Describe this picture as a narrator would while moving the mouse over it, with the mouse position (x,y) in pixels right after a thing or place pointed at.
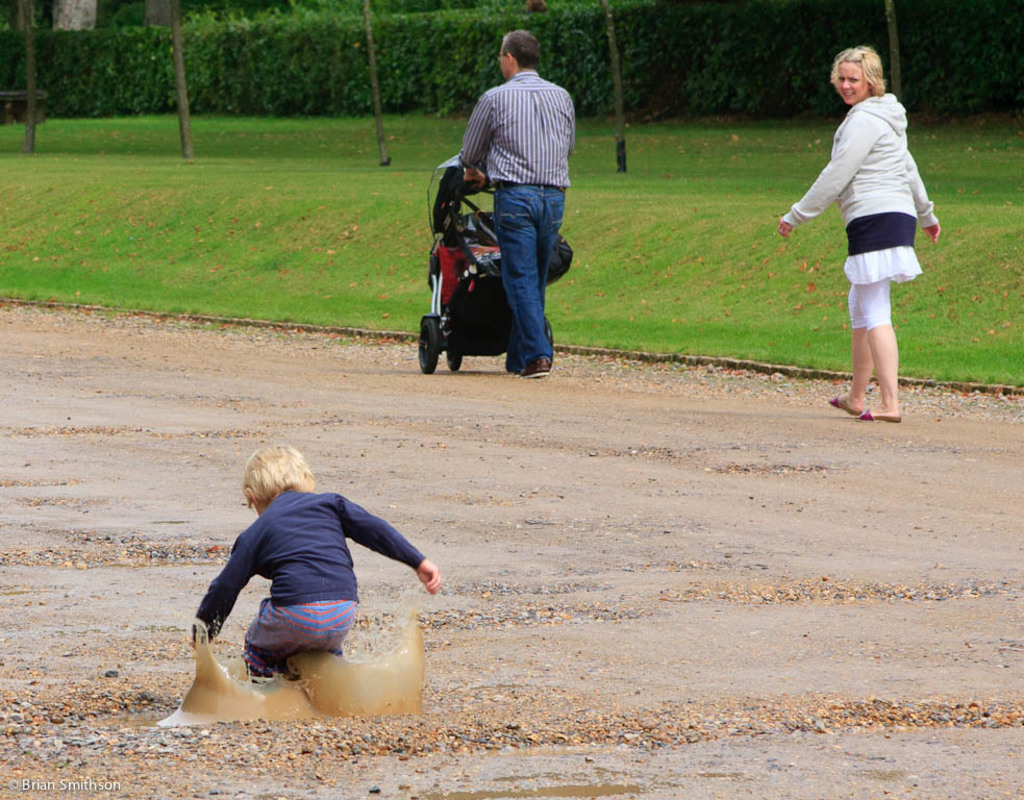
In this image we can see persons (882,226) on the road (189,366). In the background (419,302) we can see grass (68,186), trees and plants (360,68).
